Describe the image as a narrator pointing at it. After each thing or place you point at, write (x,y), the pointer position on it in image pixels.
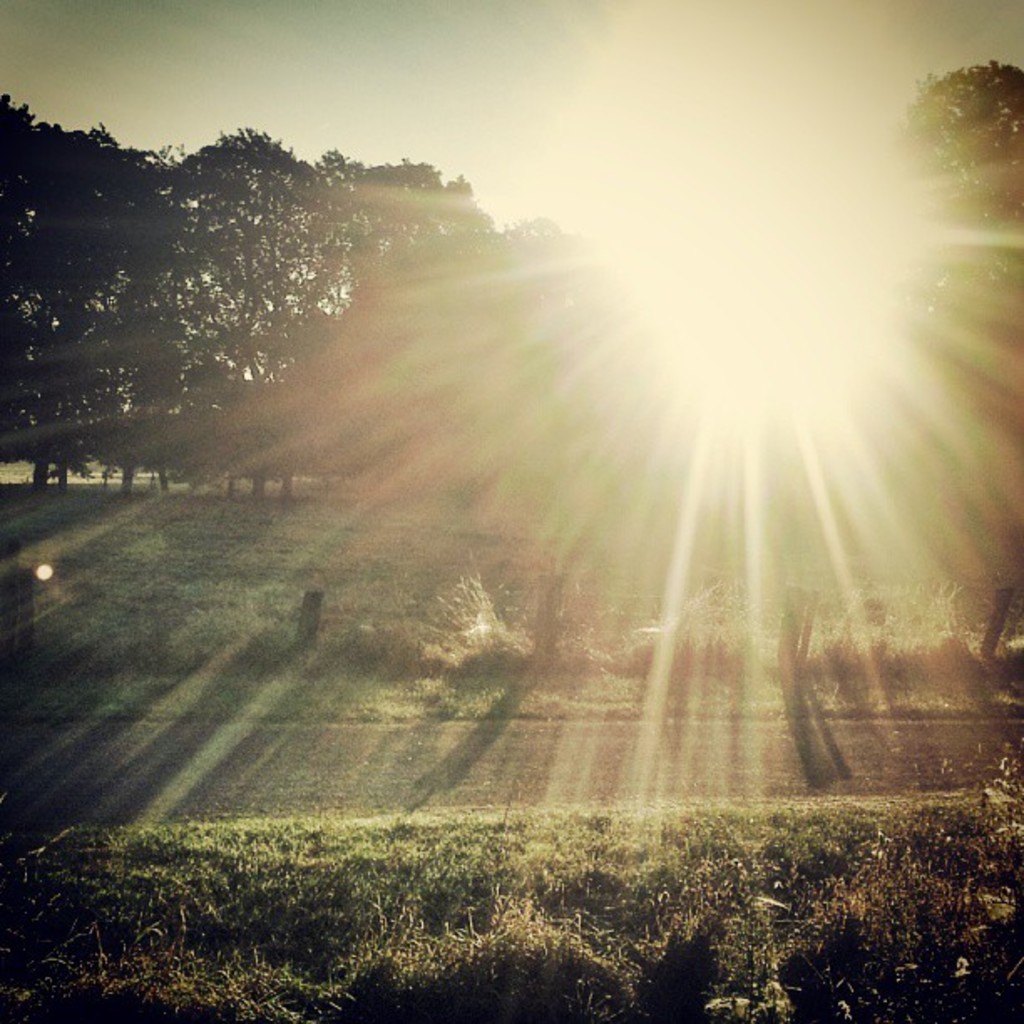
In this picture there is grassland (644,867) at the bottom side of the image (589,906) and there are trees (449,237) in the image, there is sun (790,326) at the top side of the image (703,315).
